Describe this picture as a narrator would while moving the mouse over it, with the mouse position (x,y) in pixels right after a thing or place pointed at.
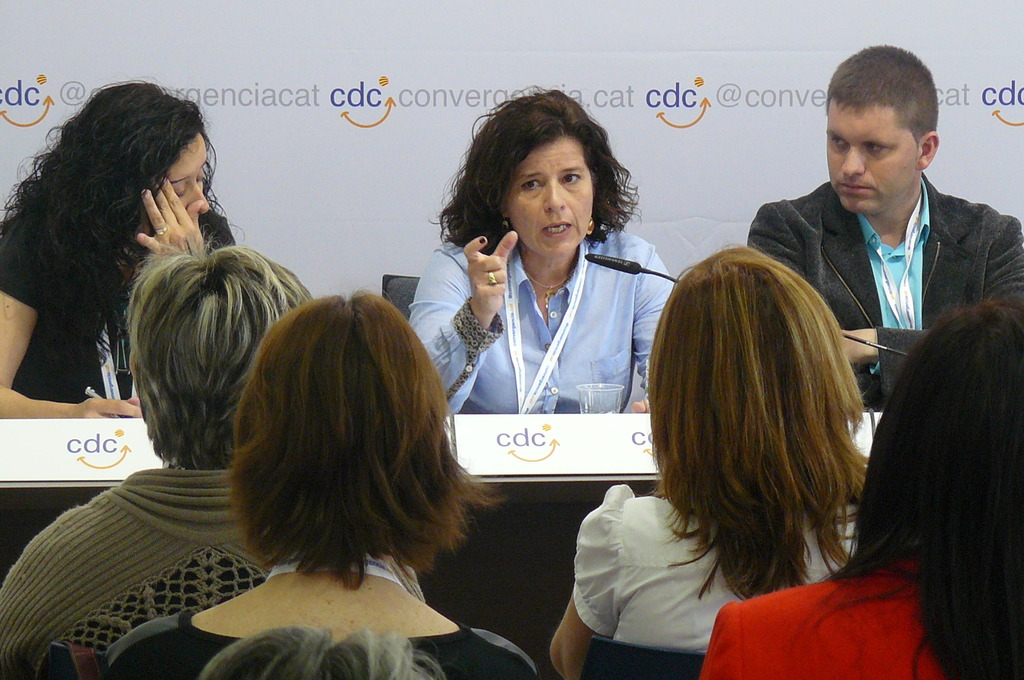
In this image I can see few people (743,512) sitting. I can see a mic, glass (604,410) and board (572,452). Back I can see a white color banner (474,69) and something is written on it.
